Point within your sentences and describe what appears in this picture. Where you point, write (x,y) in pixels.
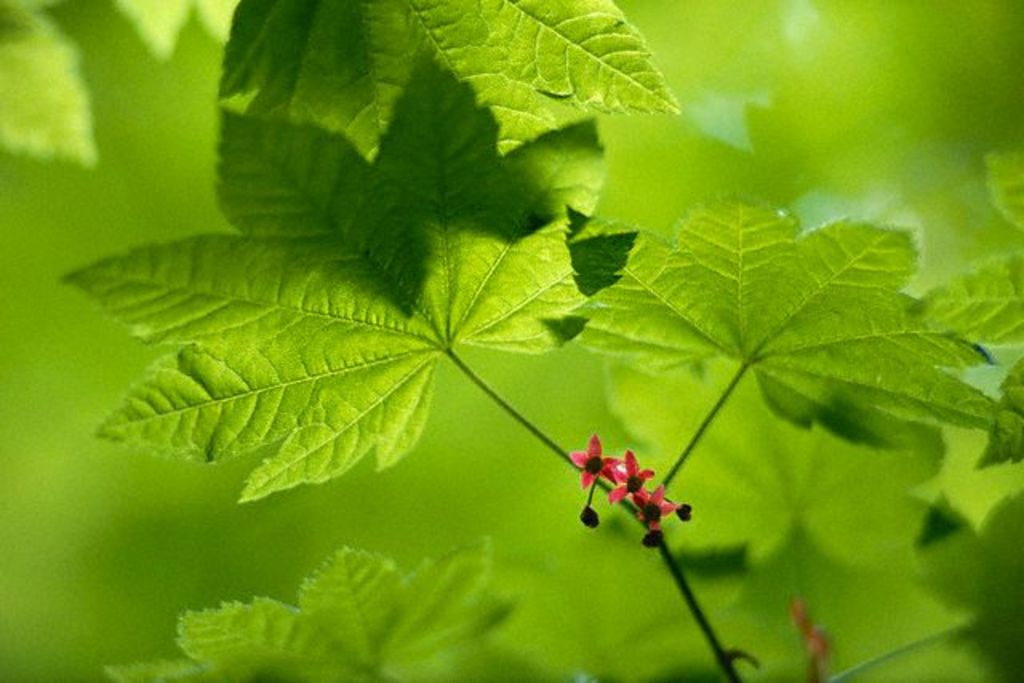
Here we can see a plant (603,461) with small flowers (599,475). In the background (129,500) the image is blur.
